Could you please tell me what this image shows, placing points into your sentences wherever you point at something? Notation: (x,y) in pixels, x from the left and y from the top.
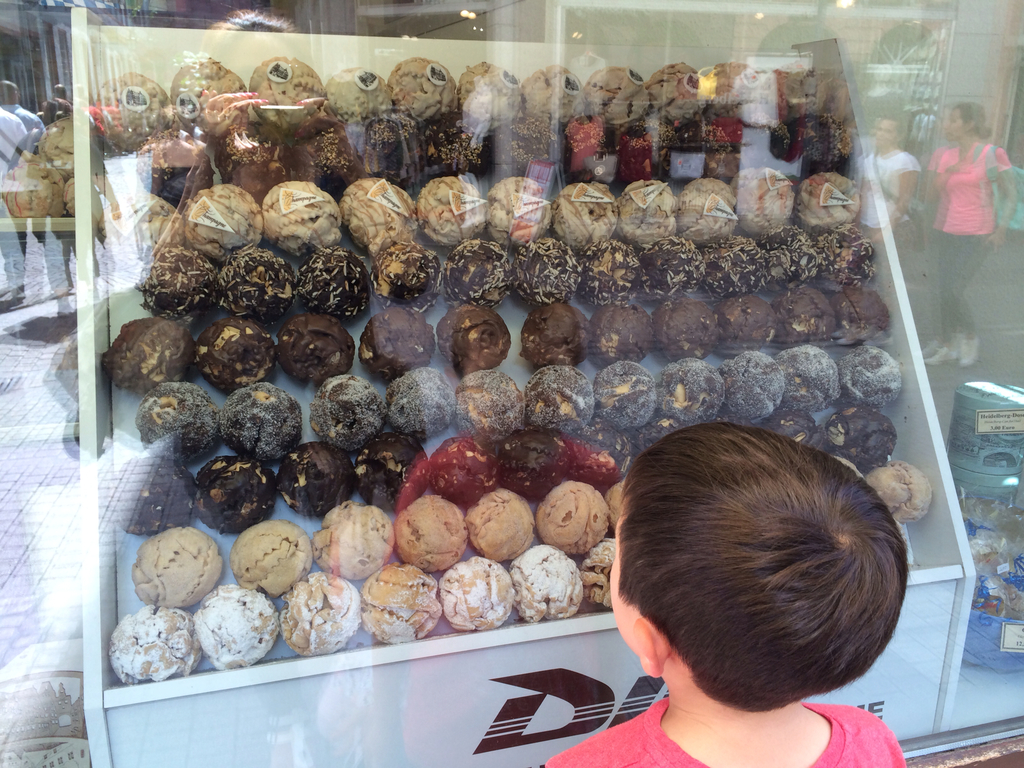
As we can see in the image there are few people (688,600) here and there and in the background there are buildings (14,10). The boy (787,595) over here is wearing pink color t shirt (623,738) and there are pastries (390,250).
